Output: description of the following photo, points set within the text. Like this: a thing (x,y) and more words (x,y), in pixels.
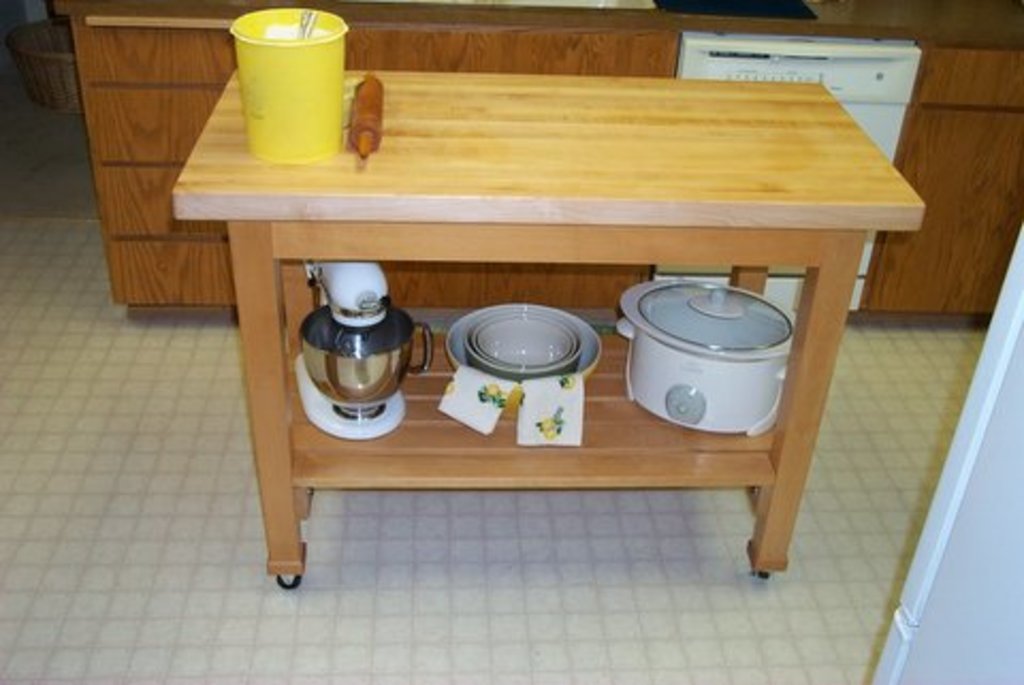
Here it is a table (299,567) and you can see the utensils (381,419), bowls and a rice cooker (670,401). On the top of a table (467,244) there is a plastic bucket (317,150) and a wooden (363,150) behind that there is a kitchen wear (579,56).
